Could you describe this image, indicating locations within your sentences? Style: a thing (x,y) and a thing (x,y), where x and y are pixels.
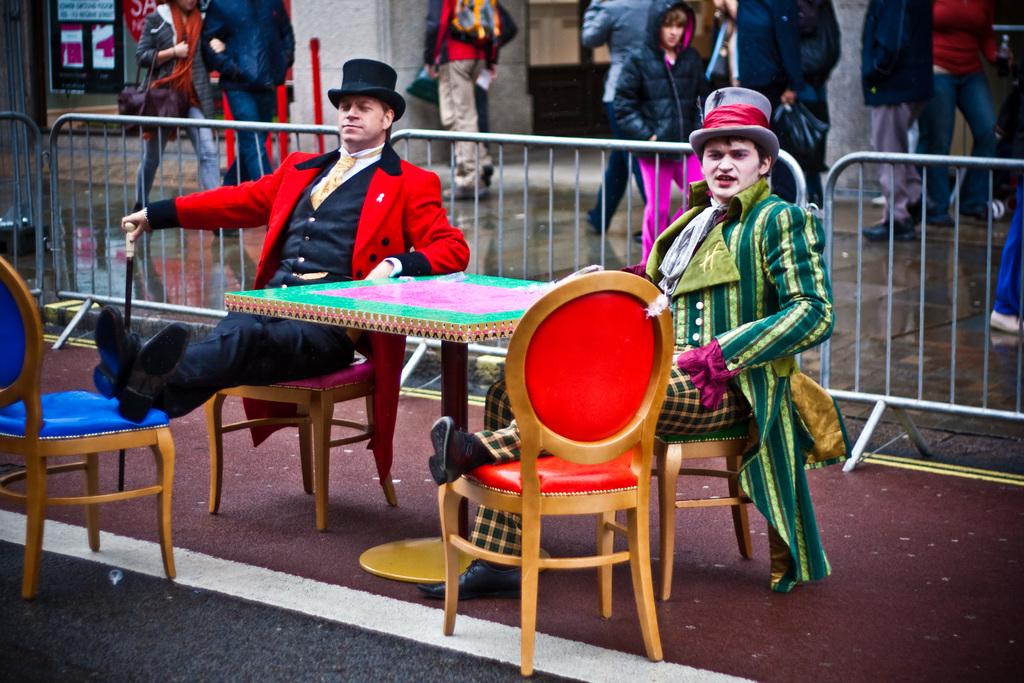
There are two persons (716,215) wearing hats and sitting on chairs (319,414). There is a table (412,292). A person (381,223) wearing red coat (304,170) is holding a walking stick (130,276). Behind them there is a railings (476,197). And some people (488,60) are walking in the background (235,45).
